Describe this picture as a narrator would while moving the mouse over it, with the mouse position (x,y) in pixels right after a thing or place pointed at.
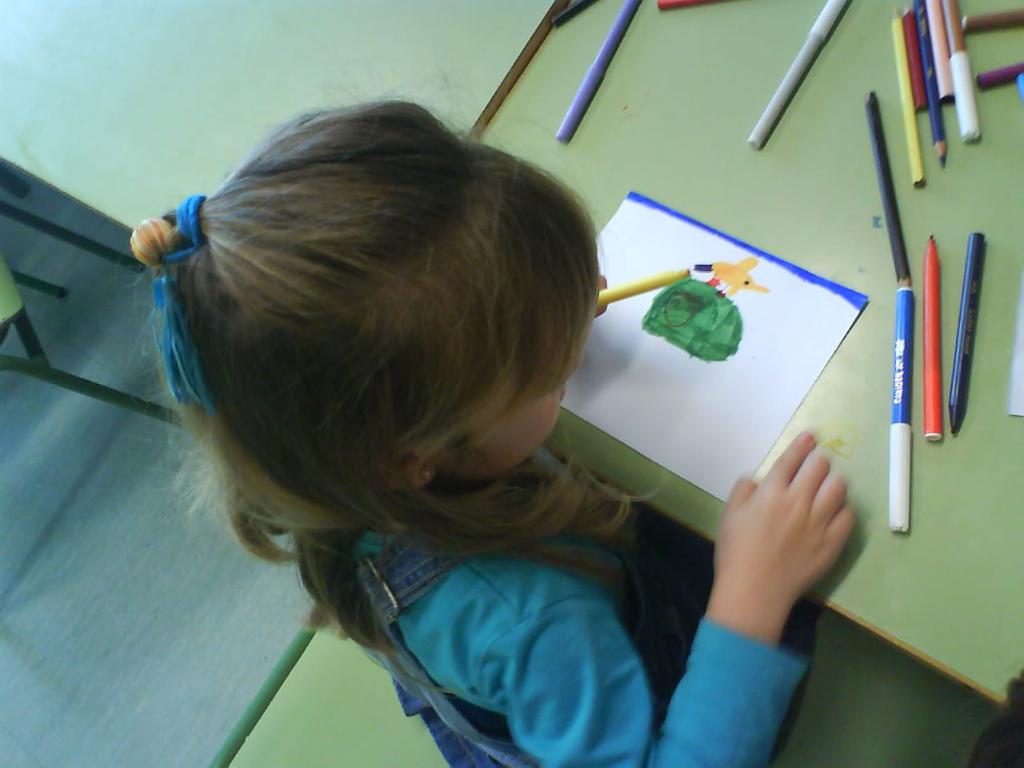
In this picture I can see a girl (287,418) seated on the chair (221,766) and she is holding a color pen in her hand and I can see a paper (693,341) on the table (848,382) and I can see few color pencils (939,95) and pens (961,132) on the table (553,97) and I can see another chair (74,381) on the side.
